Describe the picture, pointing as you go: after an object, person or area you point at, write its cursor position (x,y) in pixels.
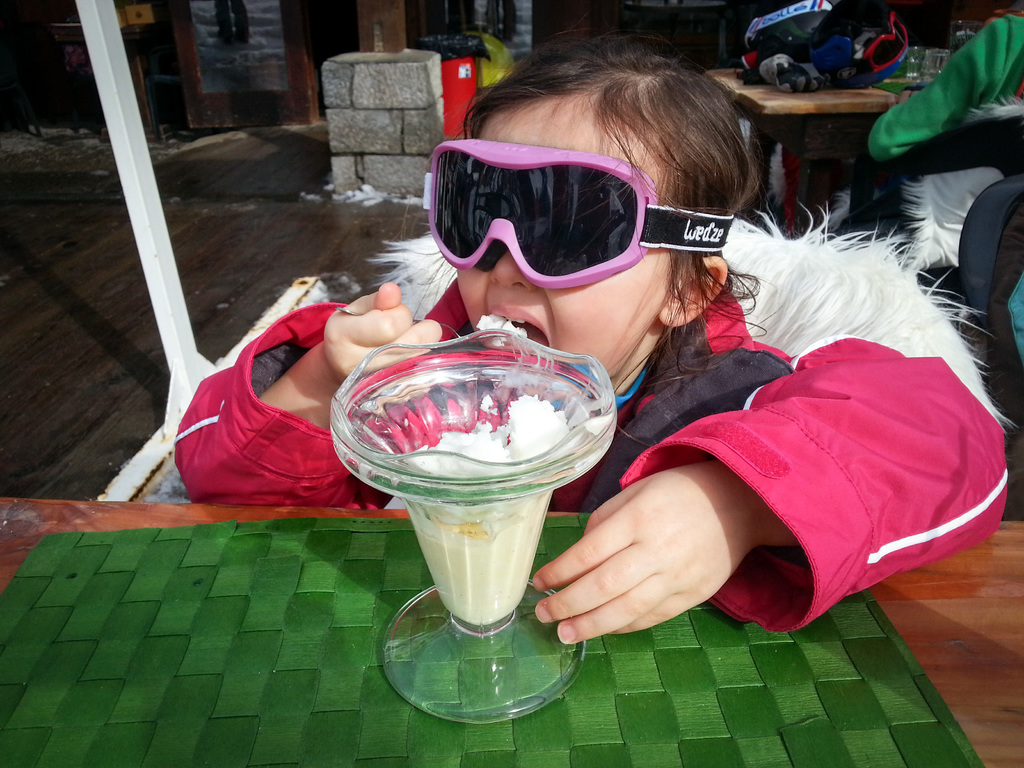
There is a girl (695,413) wearing jacket (843,381) and holding a spoon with ice cream (504,323). In front of her there is a table (80,510). On that there is a glass (440,508) with ice cream (510,460). She is wearing a ski goggles (500,236). In the back (805,116) there is a table (827,96). On that there are many items (844,23).
